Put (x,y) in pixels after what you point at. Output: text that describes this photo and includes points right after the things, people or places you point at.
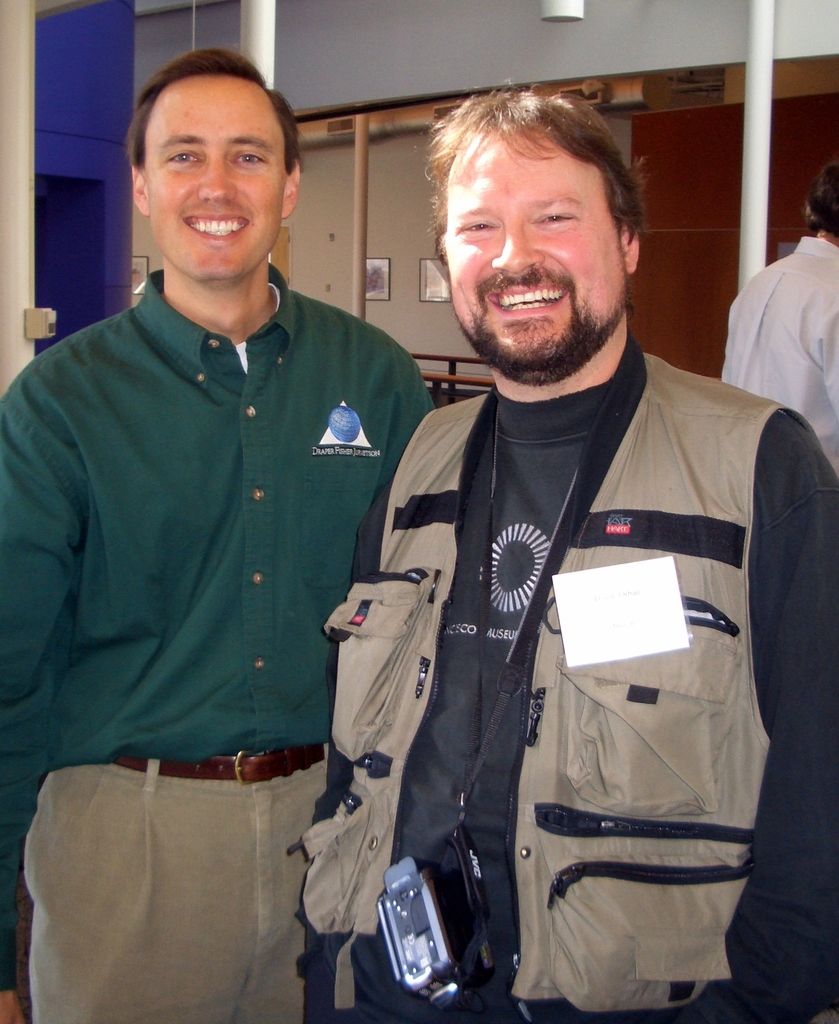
As we can see in the image in the front (140,575) there are two people (324,548). The person (514,628) on the right side (583,857) is wearing a jacket (585,752) and camera (472,867). The person (299,926) on the left side (79,413) is wearing a green color shirt (158,645). In the background (394,281) there is a wall (405,281) and photo frames (432,298).
